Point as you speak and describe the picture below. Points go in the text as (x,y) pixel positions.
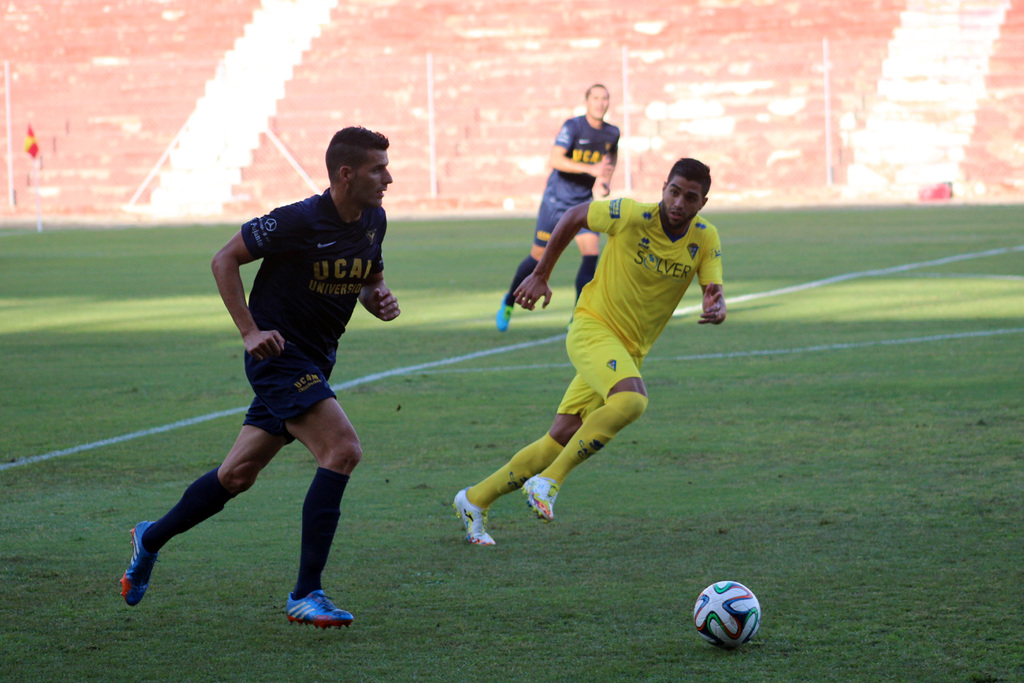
In this picture there are three persons (503,303) running on a greenery ground (542,332) and there is a ball (743,599) in front of them and there are few steps (409,90) which are in red and white color in the background (405,76).
